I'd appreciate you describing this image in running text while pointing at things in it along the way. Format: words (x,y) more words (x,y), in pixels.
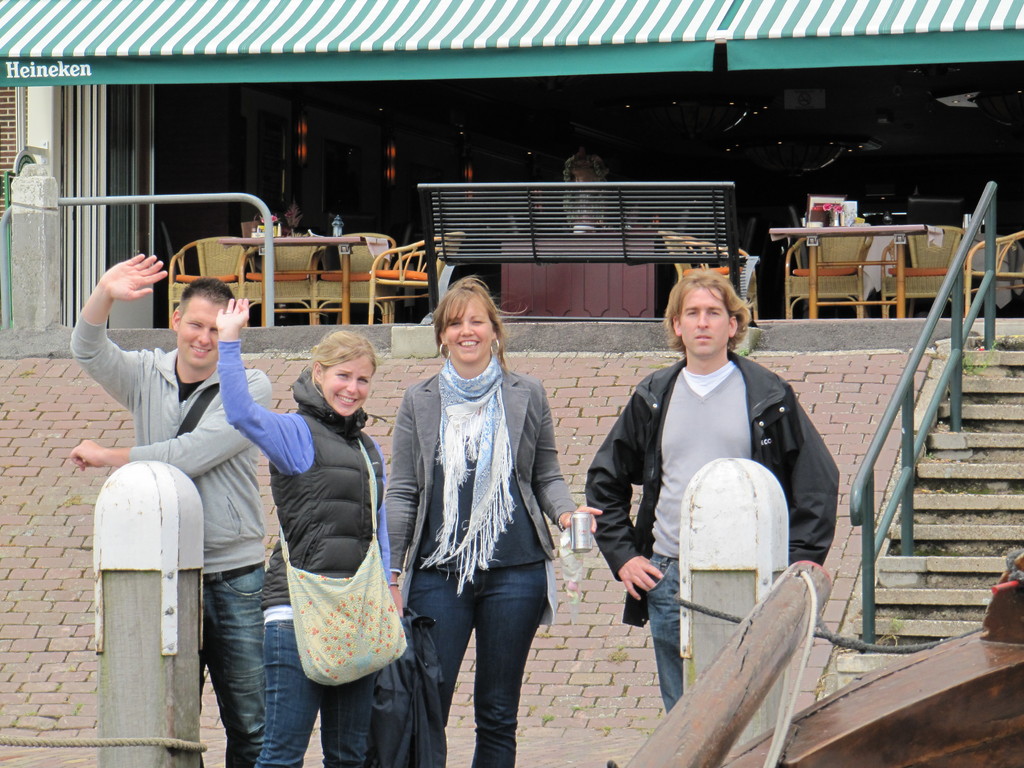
In this image I can see tables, chairs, staircase (929,462) and other objects (299,594). I can also see people (681,479) among them these people (261,568) are smiling.
